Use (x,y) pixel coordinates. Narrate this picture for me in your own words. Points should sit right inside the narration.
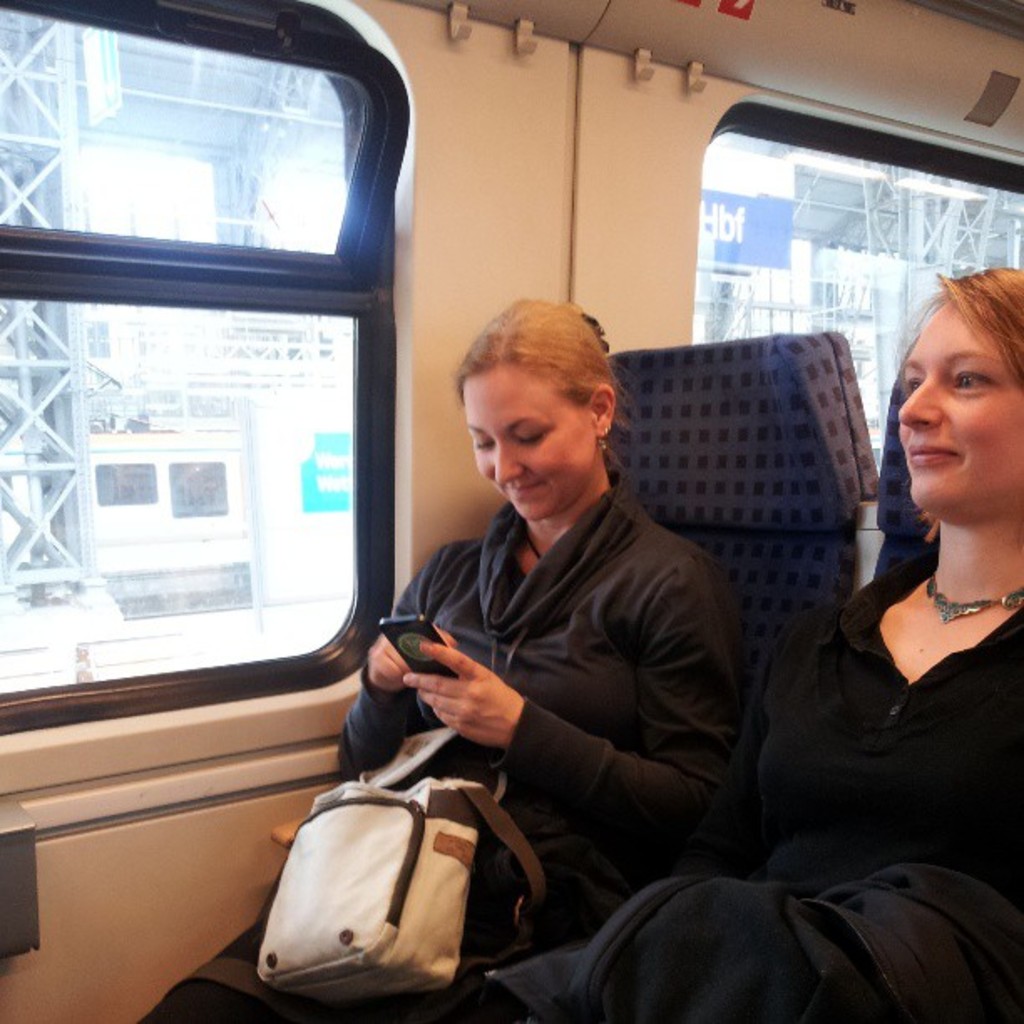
In this image I can see two women (736,696) are sitting on the chairs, on the left side (164,151) there is the glass window (289,391), it looks like an inside part (438,526) of a train (926,117).
